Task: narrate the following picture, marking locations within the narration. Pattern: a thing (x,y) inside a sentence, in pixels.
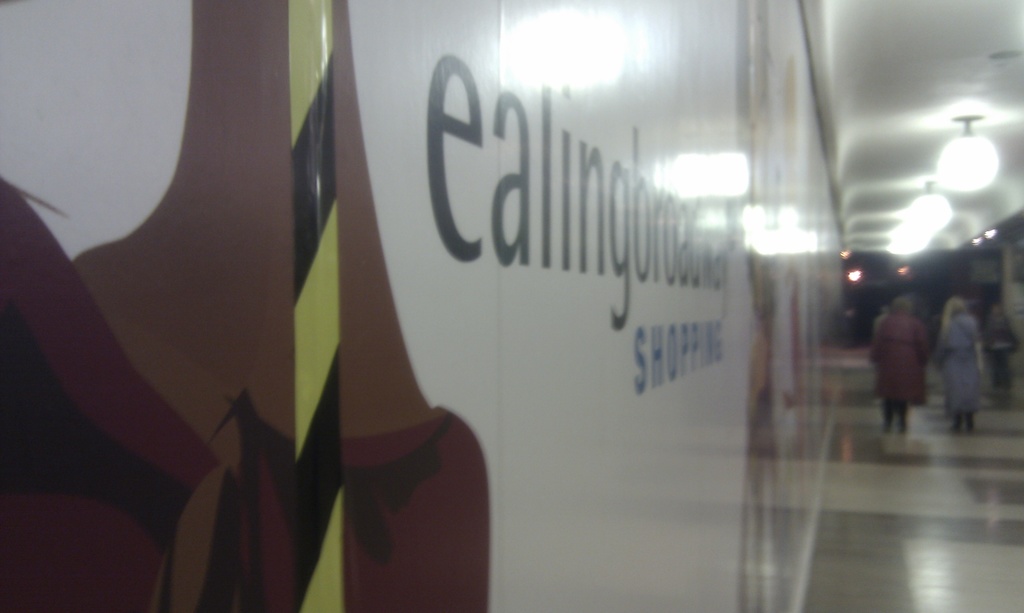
In front of the picture, we see a board (503,408) in white color with some text (647,385) written on it. On the right side (992,376), we see the people (967,340) are standing. At the top (935,170), we see the lights (961,174) and the ceiling (906,159) of the room (885,131).
